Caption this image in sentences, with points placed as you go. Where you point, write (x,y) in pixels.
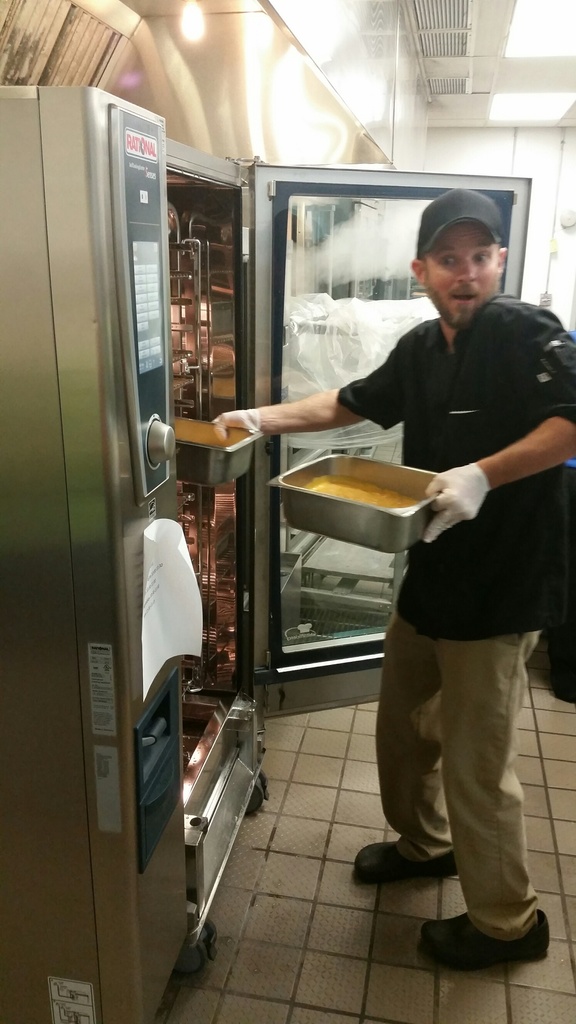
In the middle (254,485) a man (490,665) is standing and placing the vessels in this machine (209,495), he wore black color t-shirt (473,566), cap (486,214).
